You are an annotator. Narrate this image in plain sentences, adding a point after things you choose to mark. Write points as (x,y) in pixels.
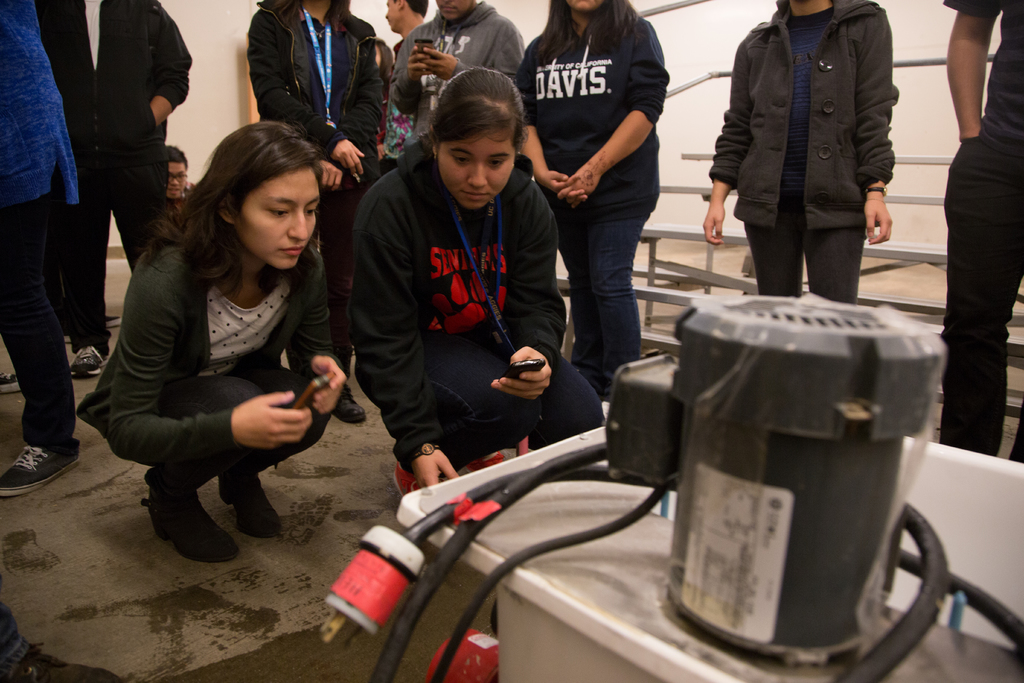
In this image I can see a woman (225,302) wearing green jacket (193,322), white shirt (245,332), black pant (230,380) and black shoe (218,494) is sitting and another woman (427,282) wearing black jacket (446,276), jeans (447,373) and red shoe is sitting and I can see a electric equipment (804,428) which is white, black and red in color in front of them. In the background (856,61) I can see few other persons (658,118) standing, few benches (675,223) and the wall (198,48) which is white in color.
